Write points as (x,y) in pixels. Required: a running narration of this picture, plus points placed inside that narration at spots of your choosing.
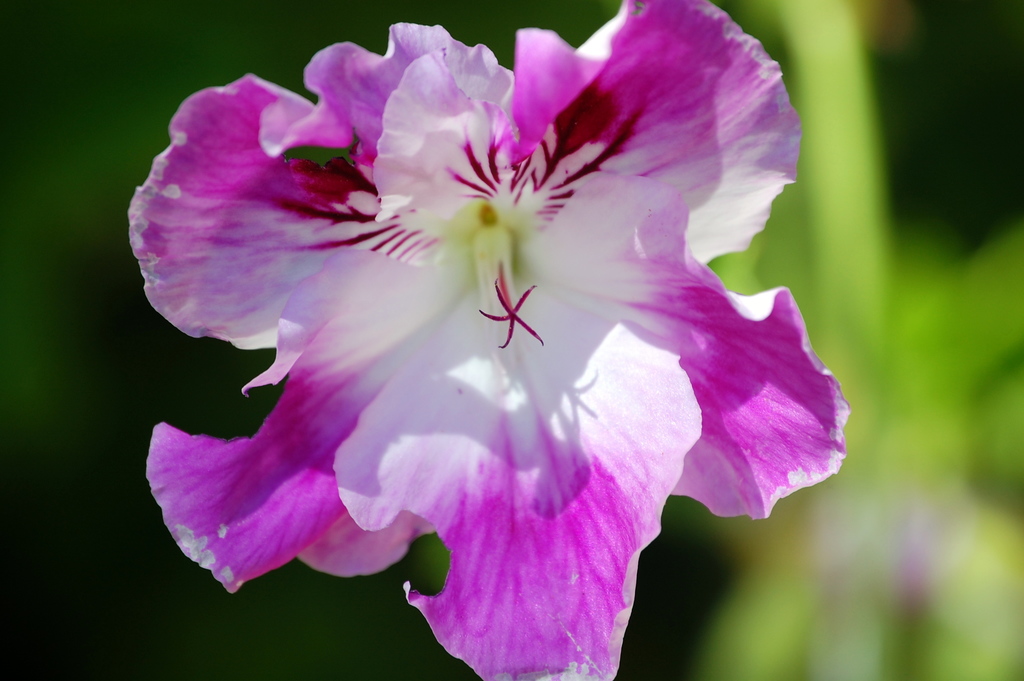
In this picture we can see a flower (437,414) and behind the flower (353,373) there is a blurred background (16,91).
